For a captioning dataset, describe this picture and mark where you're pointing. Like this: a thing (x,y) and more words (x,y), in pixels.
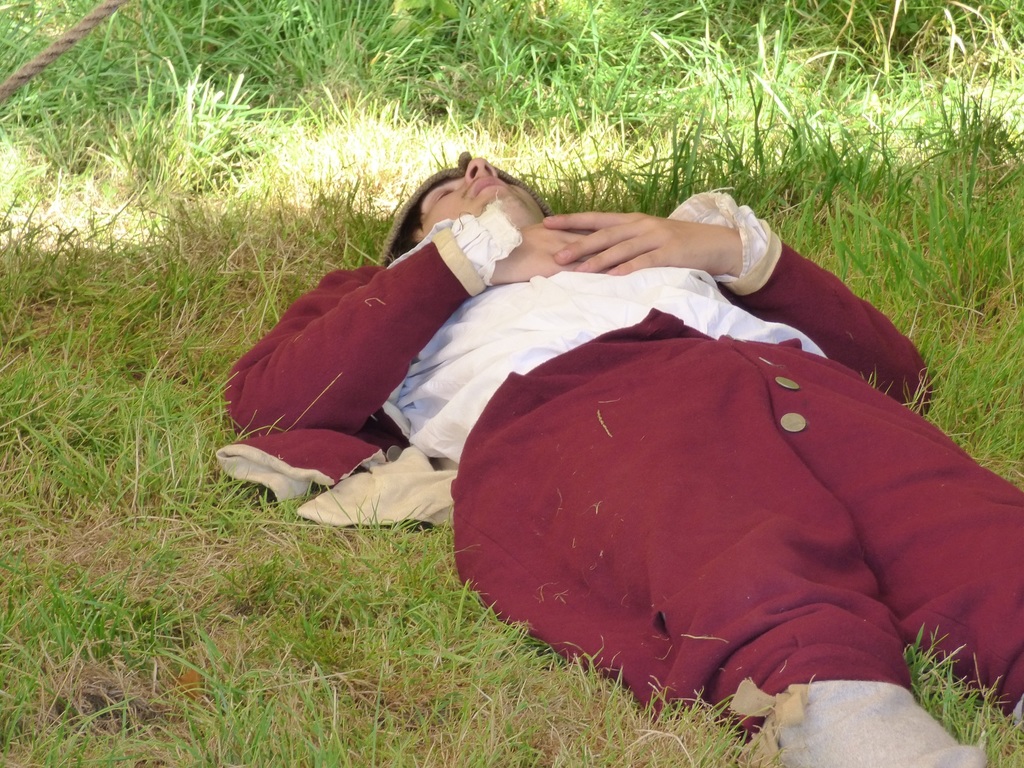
This is the man (661,518) lying on the ground (291,559). I can see the grass (297,137). At the top left side of the image (63,48), that looks like a rope (43,68). I think this man (898,595) wore a fancy dress (546,504).
